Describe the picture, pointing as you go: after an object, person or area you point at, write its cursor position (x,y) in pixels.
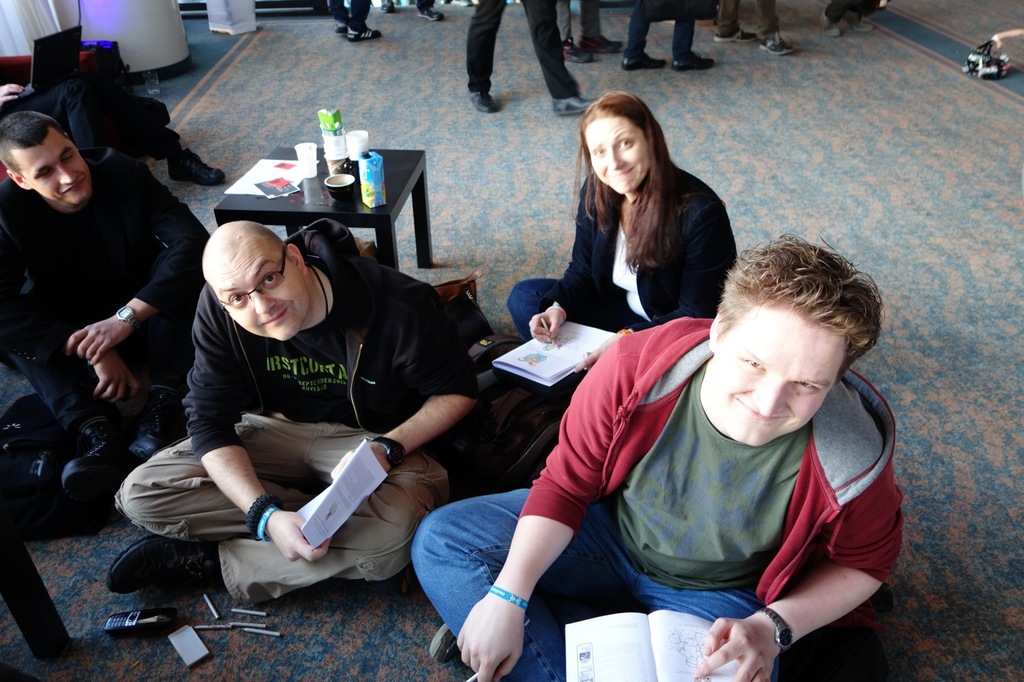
In this picture we can observe four members (445,385) sitting on the floor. Three of them were holding books (626,664) in their hands (542,325). One of them was a woman (620,259). There is a black color stool (355,210) on which some accessories (254,180) were placed. We can observe a carpet (480,117) on the floor (773,159). In the background (347,18) there are some people (634,28) standing.
